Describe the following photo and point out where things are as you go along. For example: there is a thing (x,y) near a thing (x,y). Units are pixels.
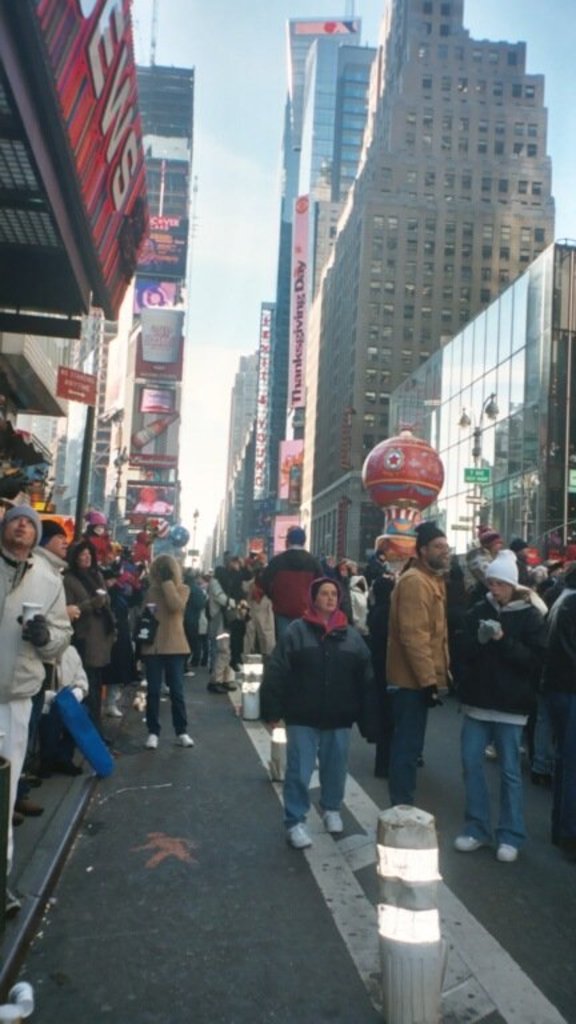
This picture shows few buildings (463,99) and we see few people (304,642) standing and we see few of them wore caps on their heads (523,591) and a man (51,626) holding a cup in his hand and we see a blue cloudy sky (222,241).
